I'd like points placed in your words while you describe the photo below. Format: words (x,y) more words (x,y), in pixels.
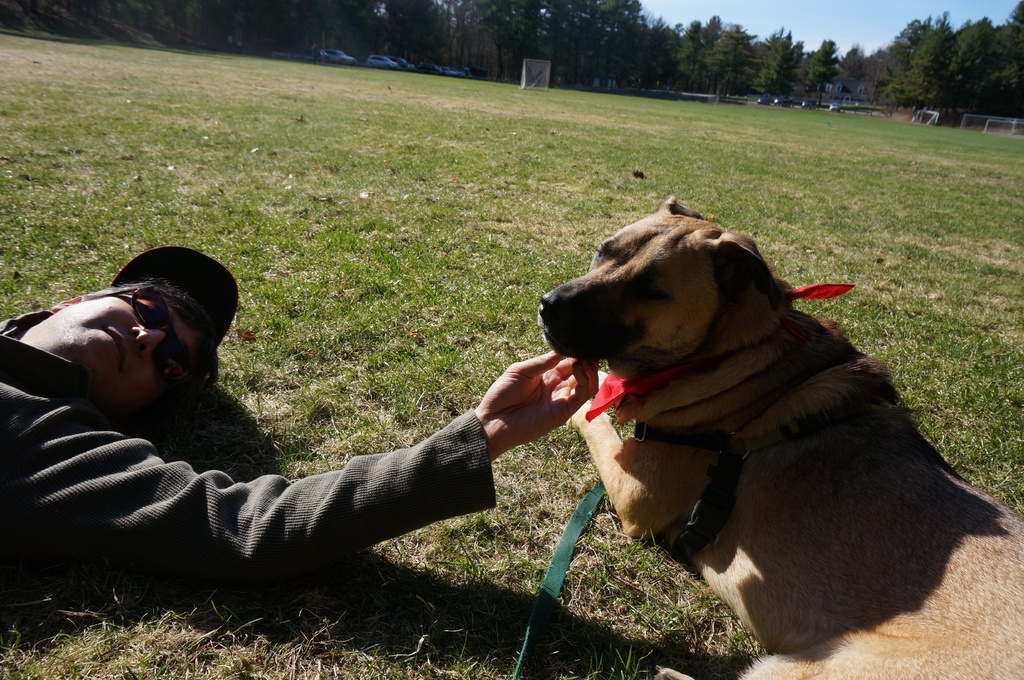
A man (127,397) is lying on the grass (277,466) beside him there is a dog (631,414). In the background (498,41) there are vehicles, trees (498,41) and sky (841,18).
